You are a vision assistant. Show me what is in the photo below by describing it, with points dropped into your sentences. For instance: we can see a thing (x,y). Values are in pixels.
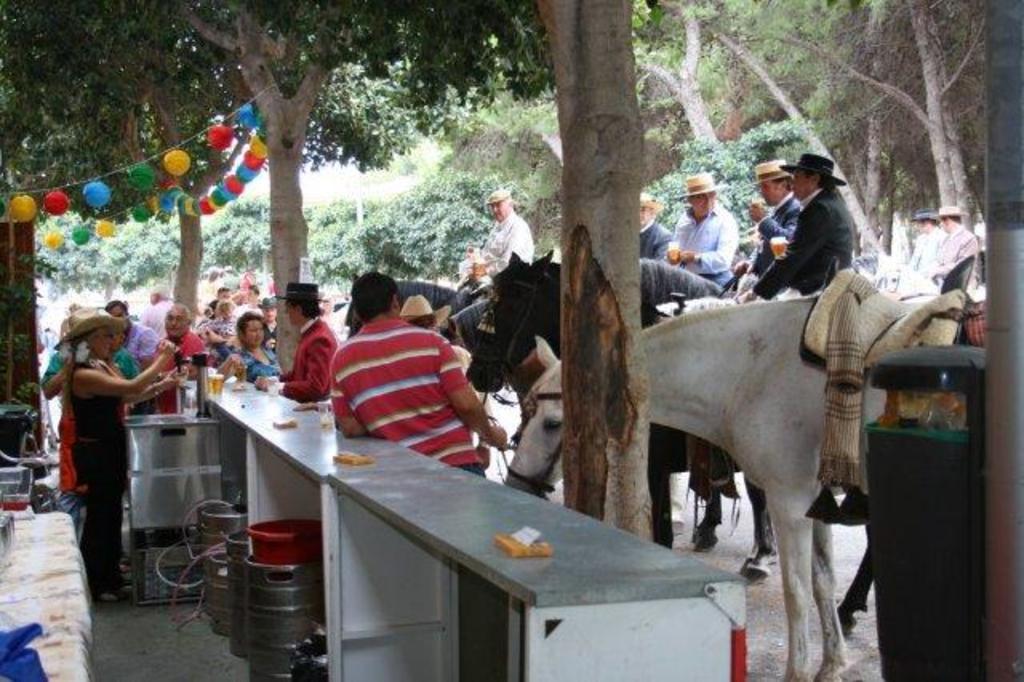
In the image on the right (764,255) we can see few persons (825,247) were sitting on the horse (667,301). On the left (320,309) we can see few persons (250,299) were standing around the table (308,439). Below table (386,543) we can see vessels (227,529), pipe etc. In the background (496,182) there is a trees (176,218).
